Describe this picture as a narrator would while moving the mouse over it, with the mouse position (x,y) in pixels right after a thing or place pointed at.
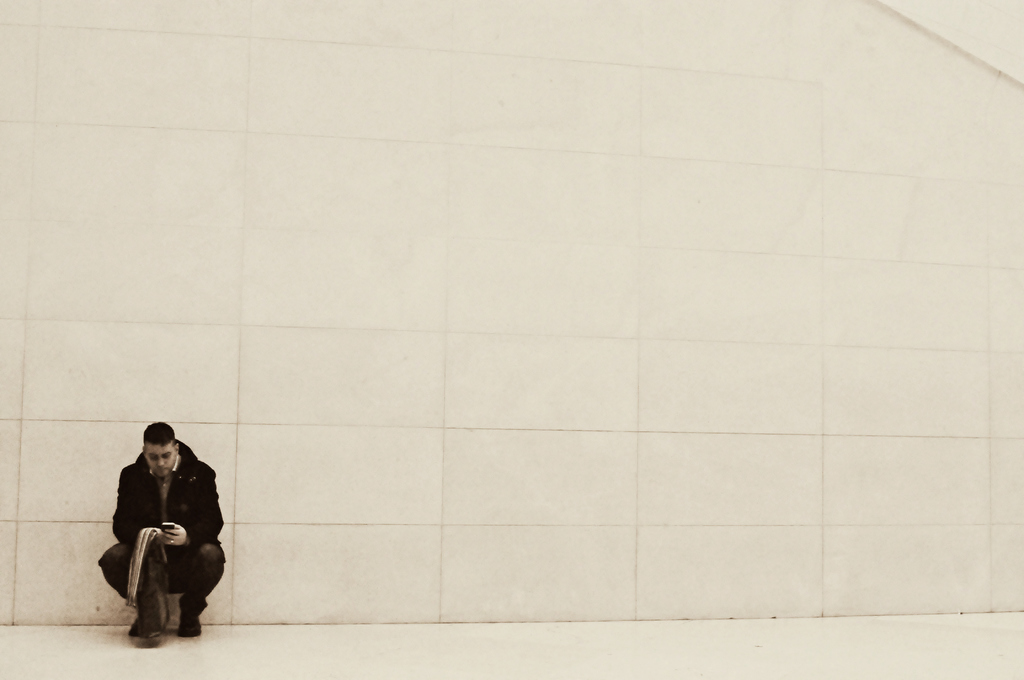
In this image, we can see a person (192,526) is in a squat position and holding some objects (144,539). At the bottom (460,647), we can see a floor (622,648). Background (451,244) there is a wall (587,250).
